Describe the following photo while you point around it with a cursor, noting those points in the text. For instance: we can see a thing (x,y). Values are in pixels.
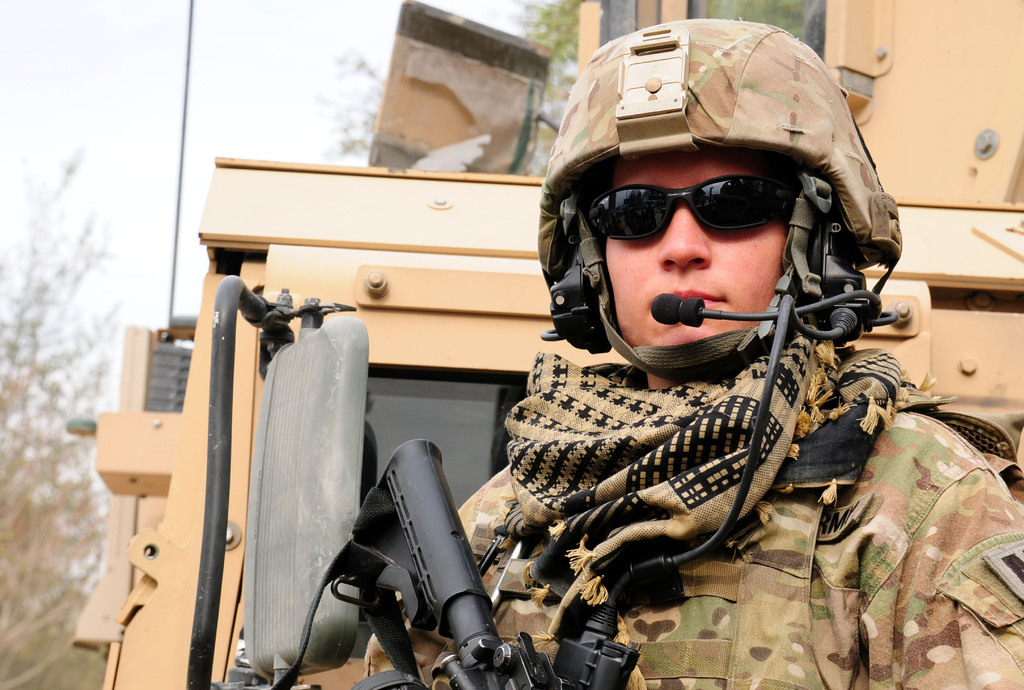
In this image we can see there is a person (690,470) standing and holding a gun (417,542). And at the back (347,351) the object (421,239) looks like a truck (819,36) and there are trees (67,378) and the sky (225,83).
